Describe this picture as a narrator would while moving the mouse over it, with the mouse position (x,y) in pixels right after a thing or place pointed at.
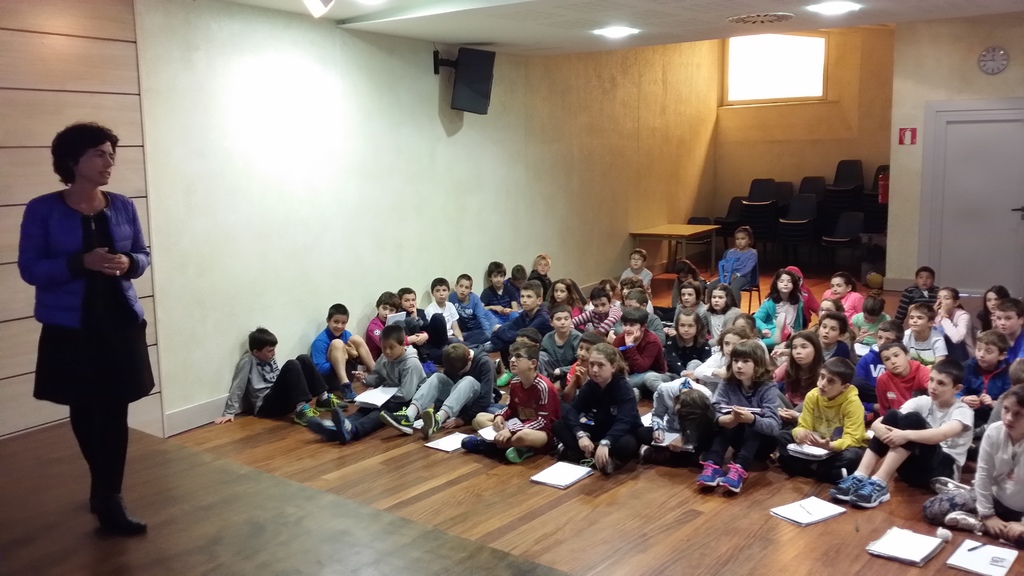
In this picture I can observe some children (450,379) sitting on the floor (566,510). There are some books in front of them. There are boys (565,376) and girls (611,408) in this picture. On the left side (93,329) there is a woman (93,362) standing on the stage (128,549). In the background (644,122) there is a wall (507,153).
